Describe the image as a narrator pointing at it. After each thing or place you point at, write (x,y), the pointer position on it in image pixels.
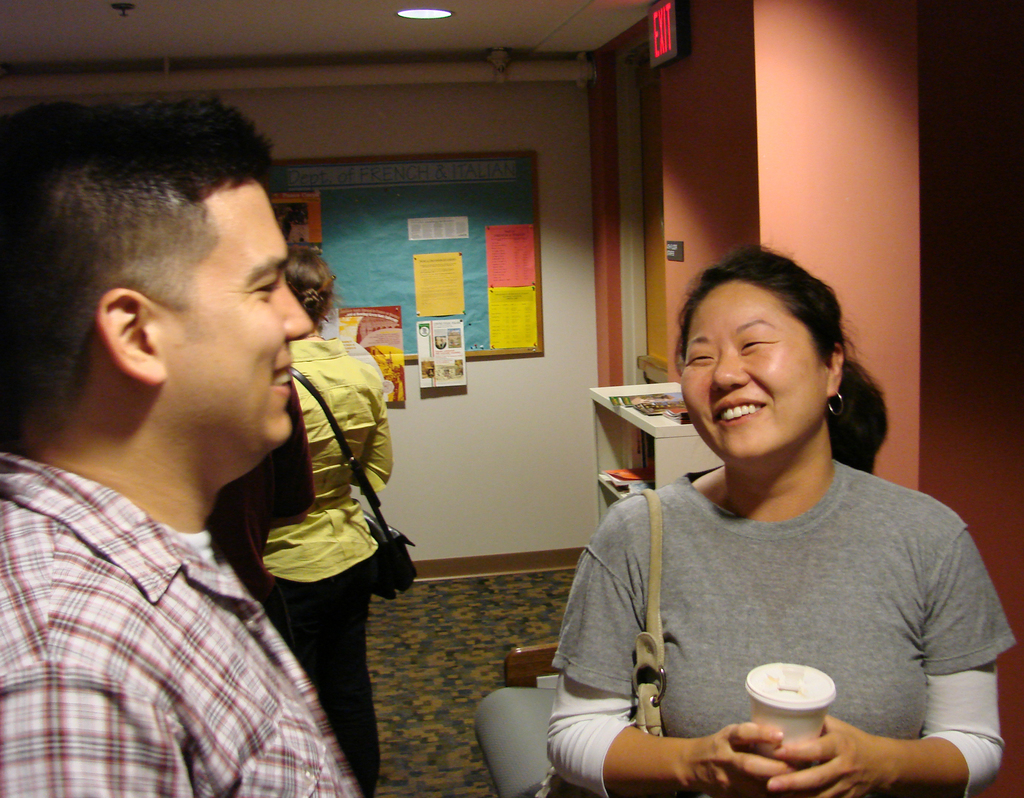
In the image there is a woman (774,414) and man (147,495) standing in the front (740,574) smiling and behind her there is a rack (621,432) with books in it, this is clicked inside a room (382,217) and in the back (417,196) there is a board (466,191) on the wall (546,296) and there are lights (417,12) on the ceiling (390,27).
